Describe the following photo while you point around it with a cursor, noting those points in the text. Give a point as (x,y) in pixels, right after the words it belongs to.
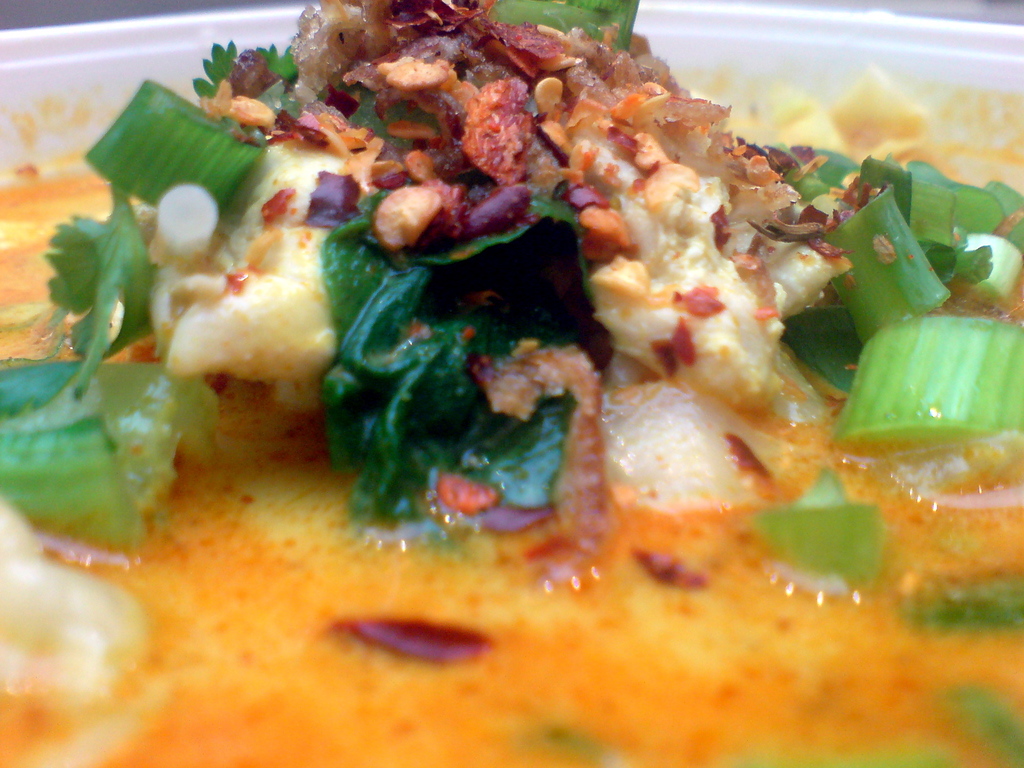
In this image we can see food (585,188) in the serving plate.
